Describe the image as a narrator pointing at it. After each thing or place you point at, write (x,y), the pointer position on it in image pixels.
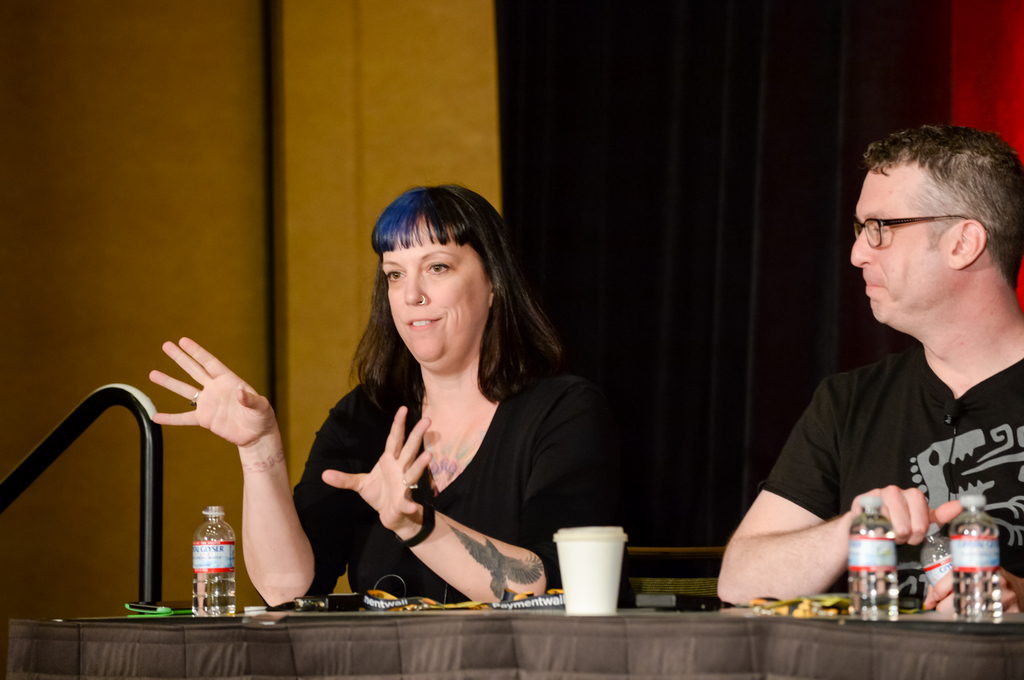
In the image two persons (437,305) sitting on a chair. Bottom of the image (153,678) there is a table (194,667) on the table (202,657) there some bottles (946,563) and there is a cup (565,582). Behind them there is a curtain (539,121) and wall (443,59).
